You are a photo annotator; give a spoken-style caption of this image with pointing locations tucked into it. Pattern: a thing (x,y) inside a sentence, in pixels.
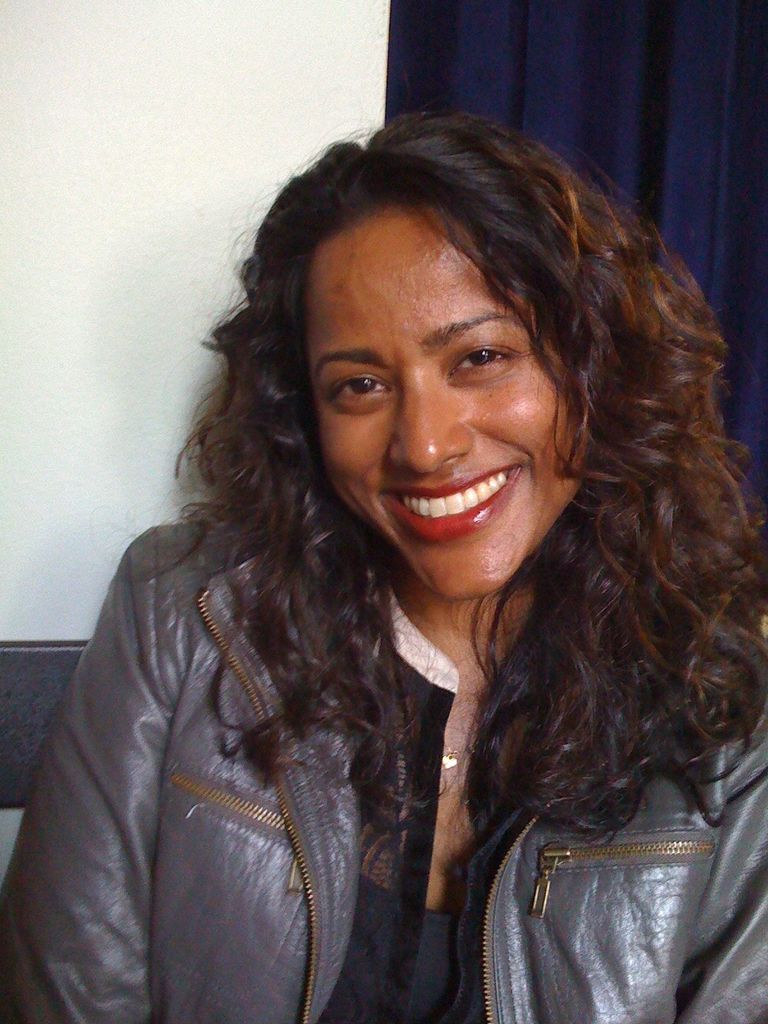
In this image there is a woman (425,924) wearing a jacket (537,842), in the background (9,598) there is a wall (315,106) and blue curtain (666,96).
